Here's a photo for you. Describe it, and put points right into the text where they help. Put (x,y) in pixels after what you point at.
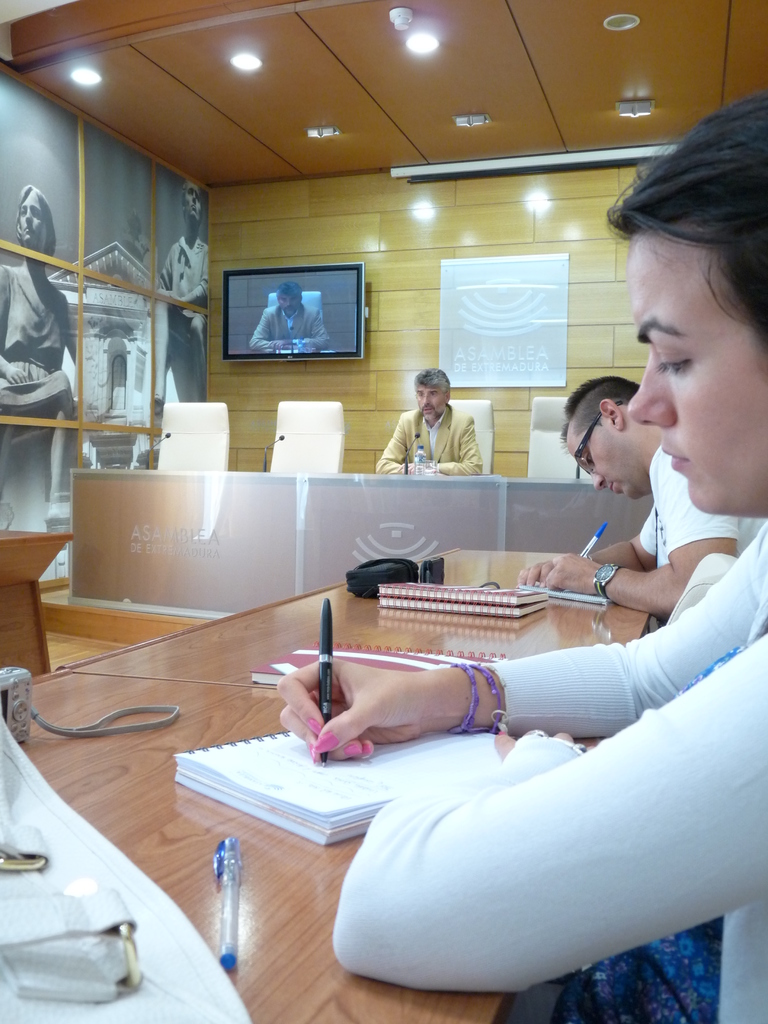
This picture shows a woman (562,790) sitting in front of a table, writing with a pen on the book (305,782). Beside her there is a man (563,569) doing the same kind of work. In the background (408,464) there is a man (432,410) sitting with a microphone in front of him. We can observe a television (312,304) and a wall (322,235) here.
